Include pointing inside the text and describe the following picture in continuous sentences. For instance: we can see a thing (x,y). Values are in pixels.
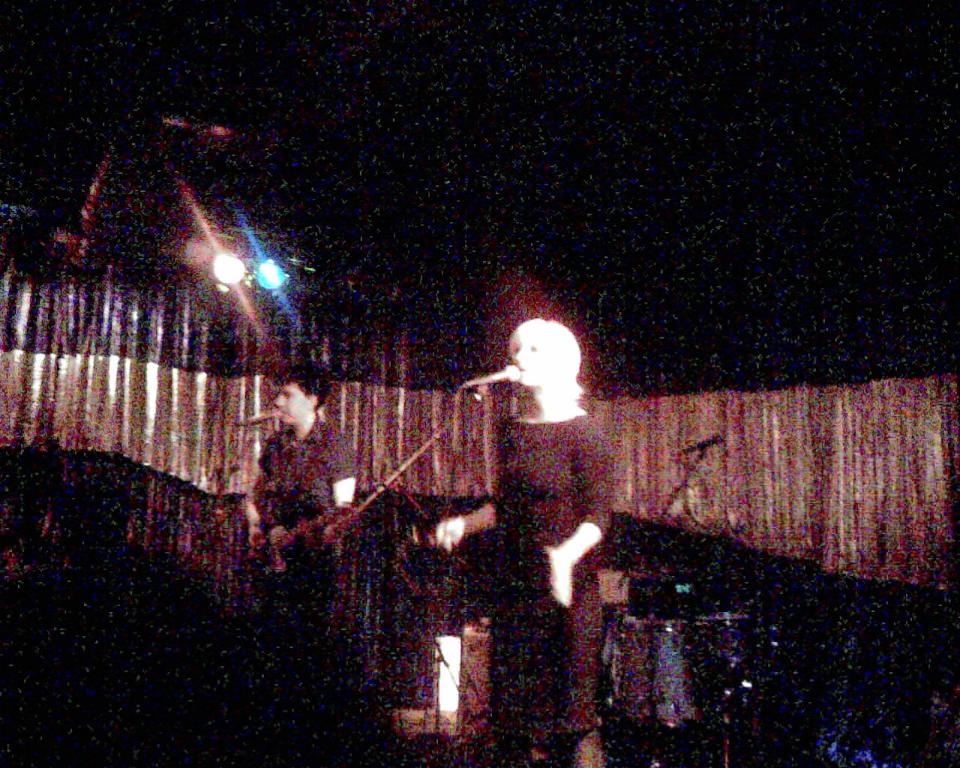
In this image two persons (550,392) are singing a song. In front of them there are mike's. At the back side (428,471) there are curtains (718,472), lights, drums (630,613) and few other objects (661,580).
